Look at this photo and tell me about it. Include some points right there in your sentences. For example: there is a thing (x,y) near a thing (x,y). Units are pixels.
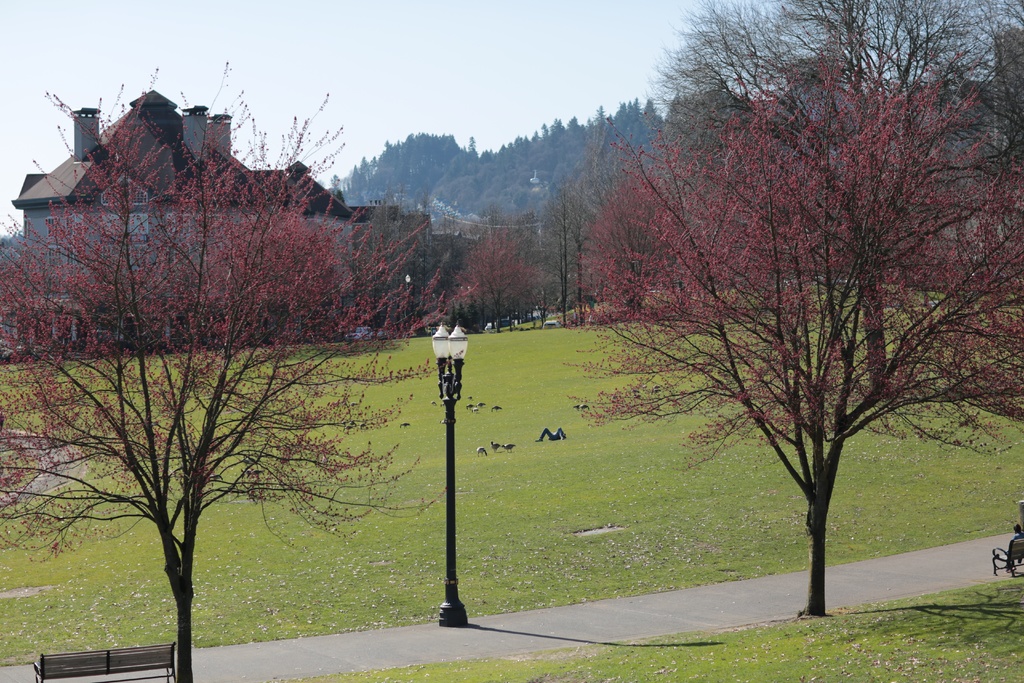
In the image we can see a building (199,139), light pole (456,349), road (632,598), benches (51,660), birds (501,449), there are many trees (660,272) and a sky (440,66).
